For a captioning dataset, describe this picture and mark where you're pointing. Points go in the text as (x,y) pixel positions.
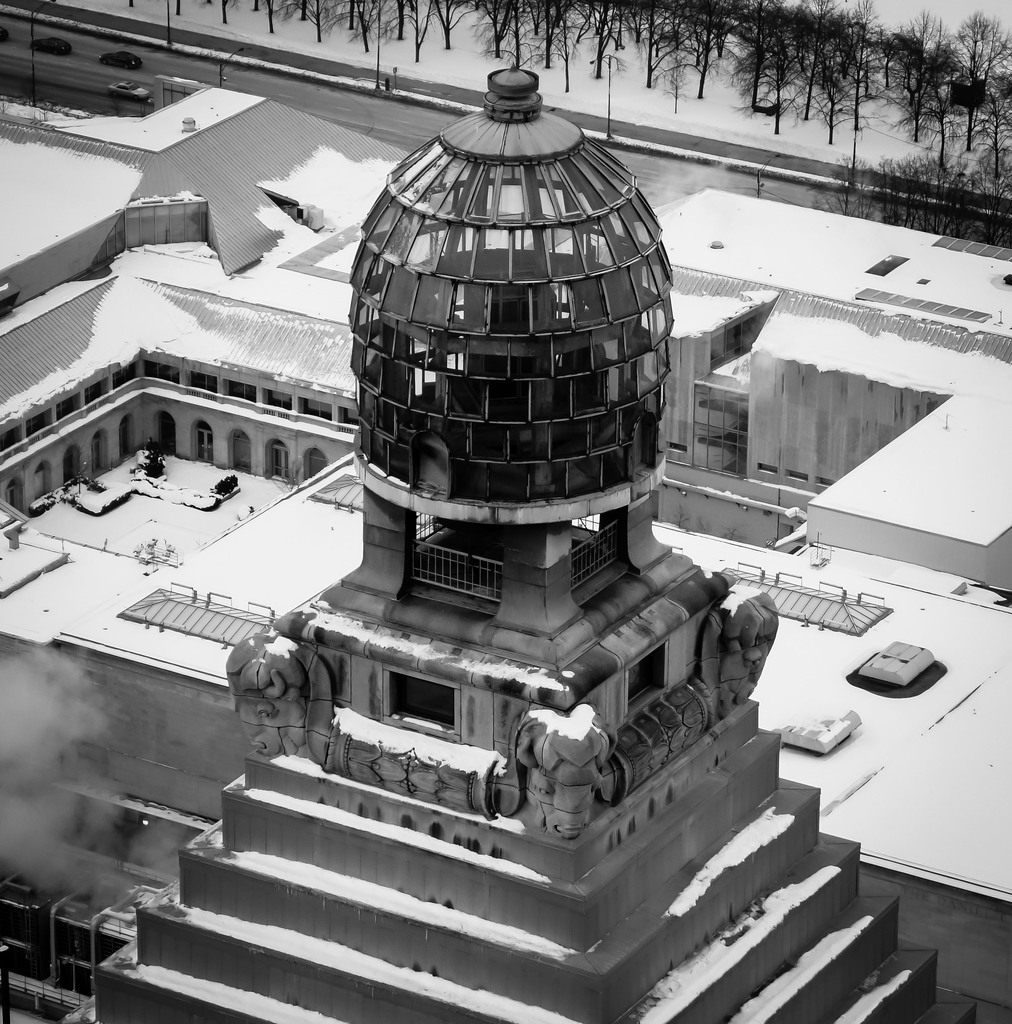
In this picture we can see dome (514,354) and buildings (703,837). At the top (699,45) we can see the snow (903,7), trees (558,7) and road (83,60). In the top left corner (42,45) there are three car (55,52). On the divider (710,157) we can see the street lights (758,164).
